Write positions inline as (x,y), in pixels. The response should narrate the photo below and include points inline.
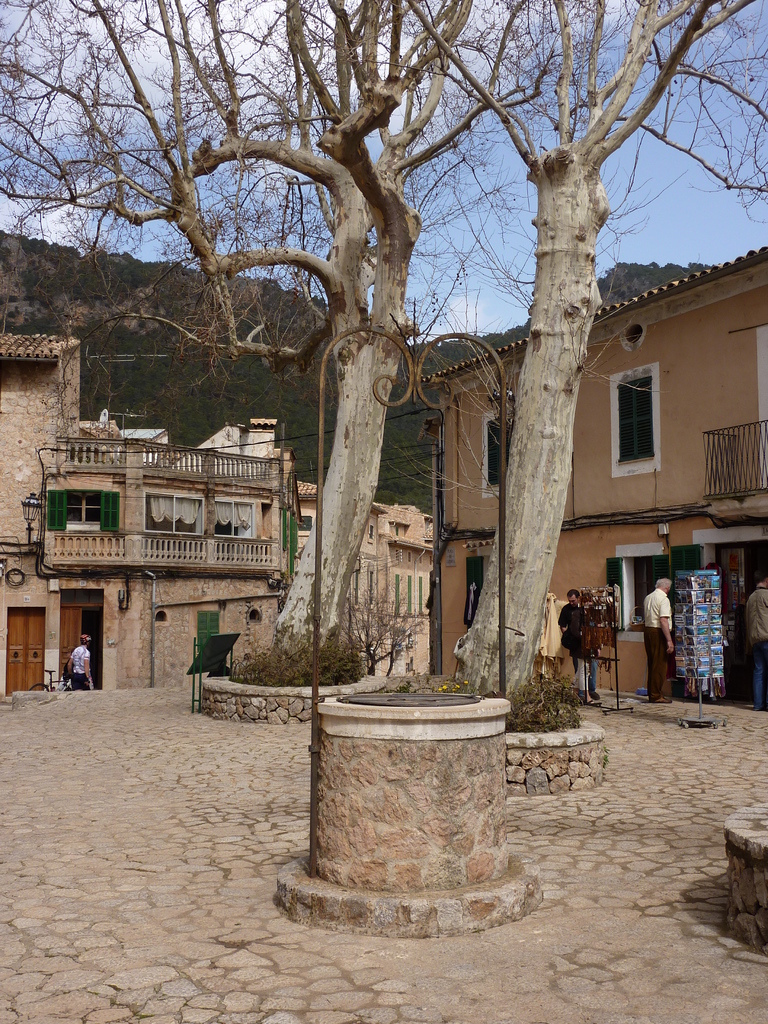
In this image there are two tall trees (359,425) in the middle (341,488) and there are buildings (120,488) on either side of them. At the top (474,288) there is sky (448,271). In the background (200,390) there is hill (216,394). On the right side (645,649) there are few people (649,607) who are standing near the store (730,623).
